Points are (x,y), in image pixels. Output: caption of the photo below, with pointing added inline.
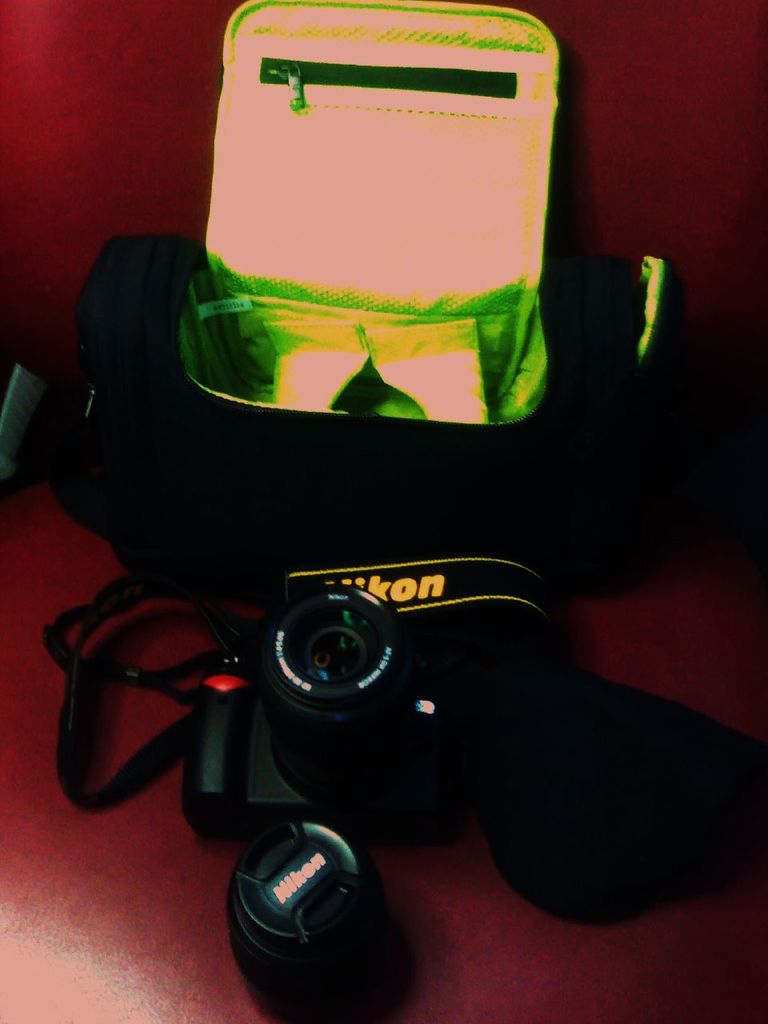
Here we can see bags (306,161). Background (146,219) it is maroon.
